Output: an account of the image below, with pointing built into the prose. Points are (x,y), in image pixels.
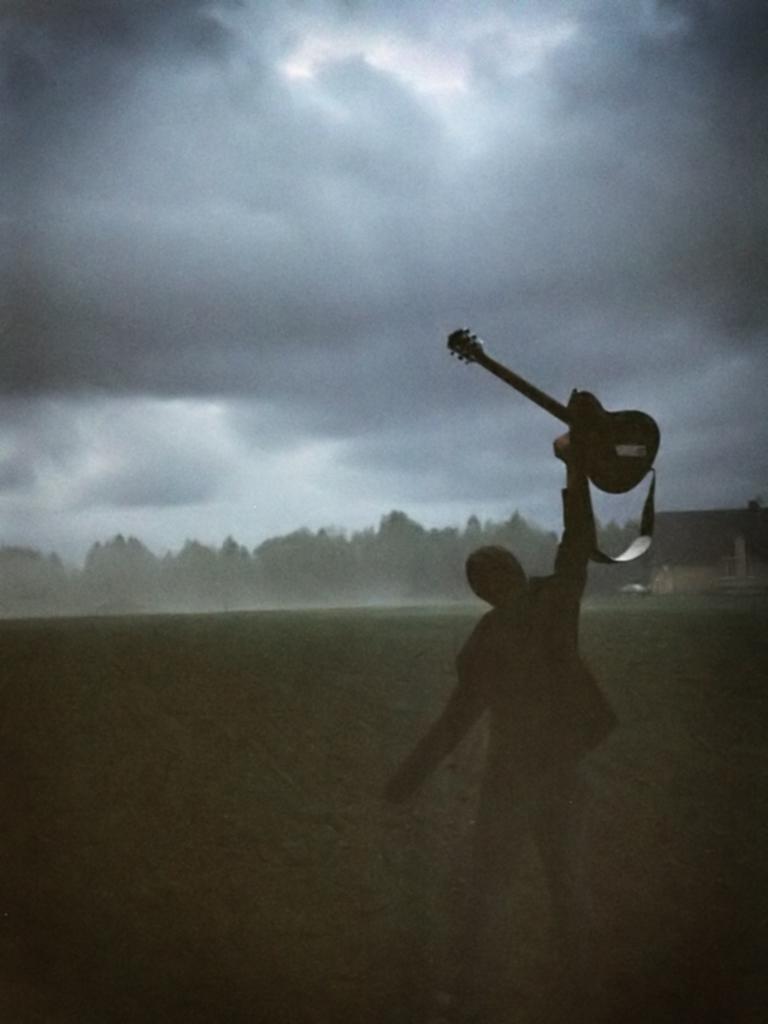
In this image, there is a person (494,811) standing and holding a guitar (584,410) with his hand (559,435). There are some clouds (197,217) in the sky (334,338).
